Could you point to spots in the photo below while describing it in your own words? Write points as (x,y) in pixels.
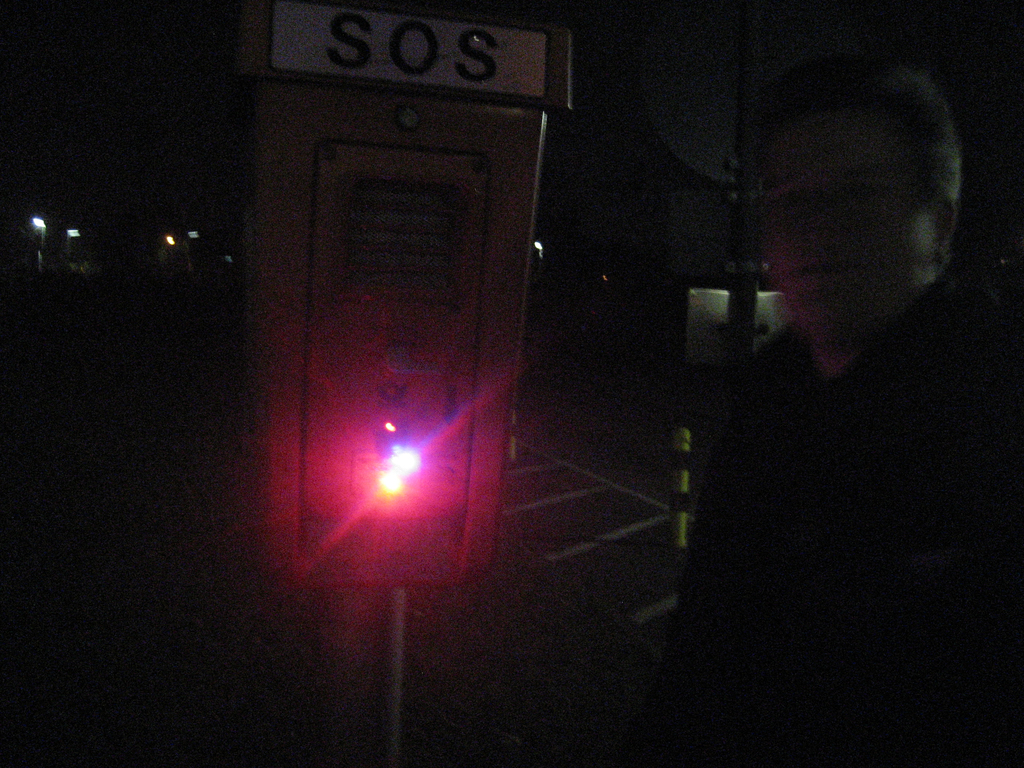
In this image we can see a person (781,341) standing near SOS equipment (312,314) which is used for emergencies. In the background of the image (138,225) we can see some lights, a parking area (627,494), poles (687,437) and other objects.
